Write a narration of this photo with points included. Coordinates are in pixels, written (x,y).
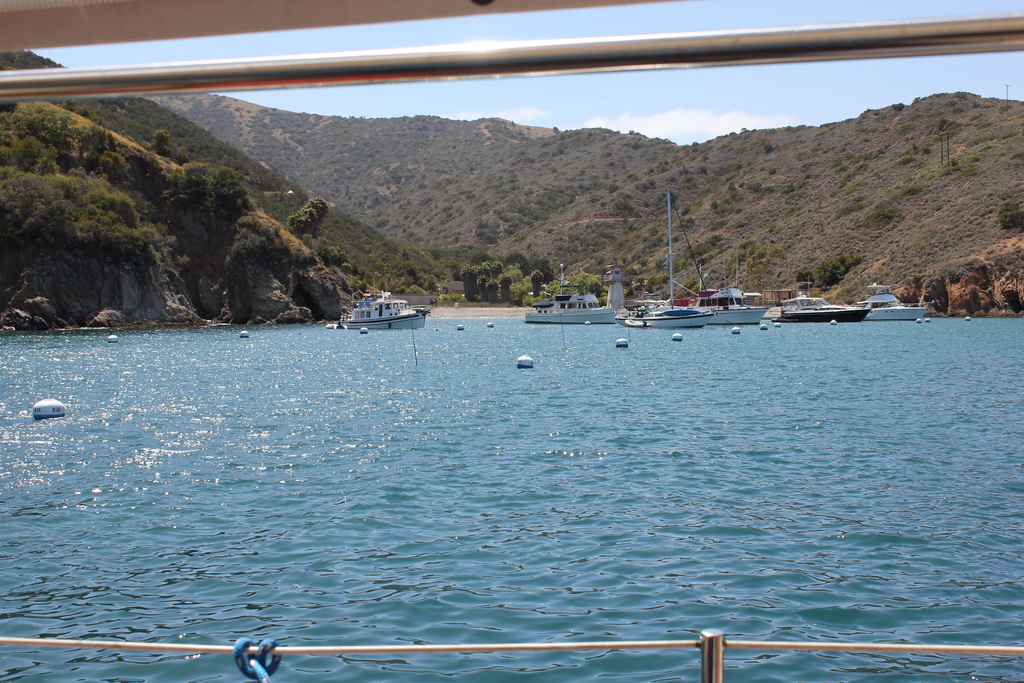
In the middle of the image (549,330) we can see a boat's (537,322), hills (925,295) and water (515,435) are present. At the top of the image (675,91) sky (692,82) is there.
